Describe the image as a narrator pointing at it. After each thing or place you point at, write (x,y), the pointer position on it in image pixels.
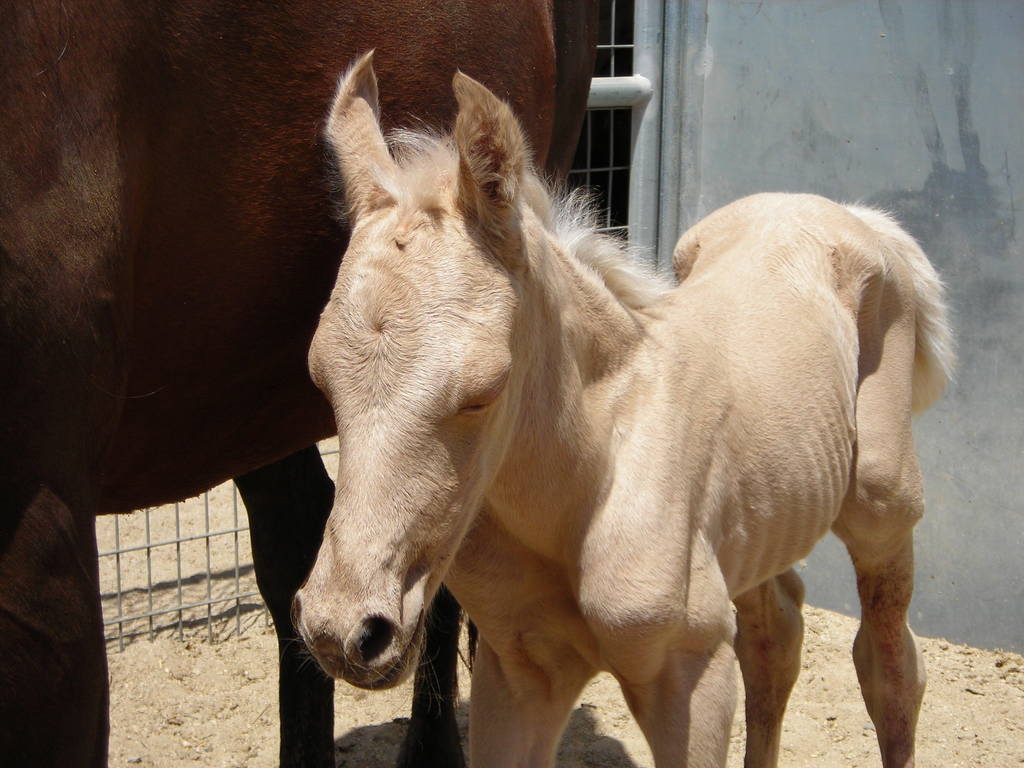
In this picture there are horses (366,259). At the bottom (191,695) there is sand (789,714). Behind the horses (472,277) there is a gate (595,84). On the right (913,128) it is wall (967,491).
